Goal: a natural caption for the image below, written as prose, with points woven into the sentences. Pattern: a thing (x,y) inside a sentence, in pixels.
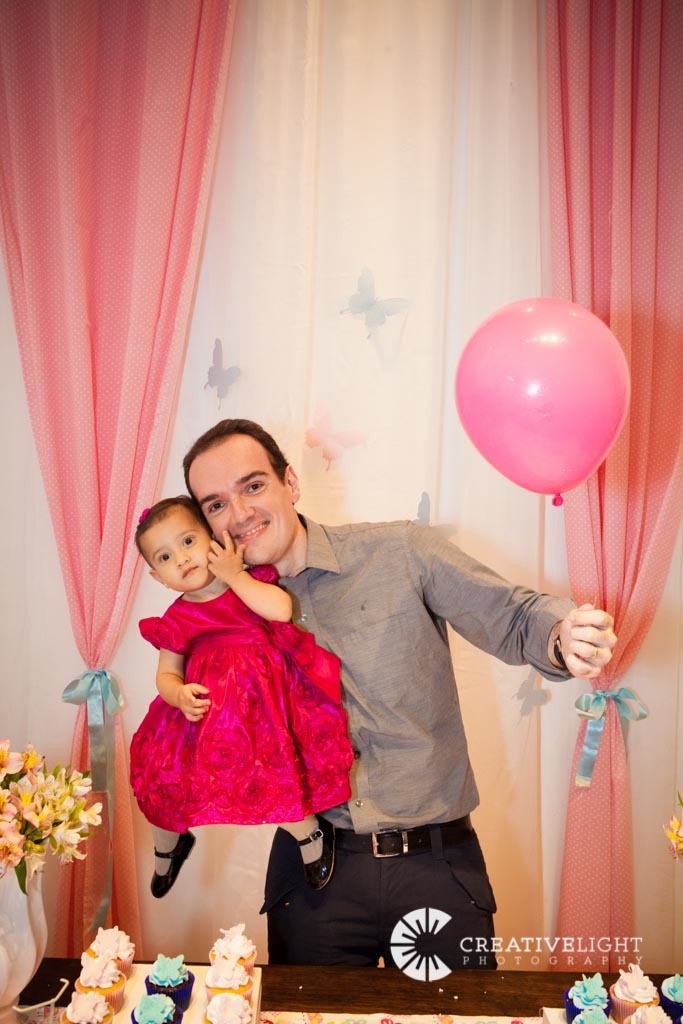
In this image we can see a man (356,766) standing near the table (329,987) holding a child (329,697) and a balloon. We can also see some cupcakes (231,1012) and flower pots (44,918) on the table (411,1006). On the backside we can see some butterflies (228,385) and curtains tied with a ribbon (101,704).
